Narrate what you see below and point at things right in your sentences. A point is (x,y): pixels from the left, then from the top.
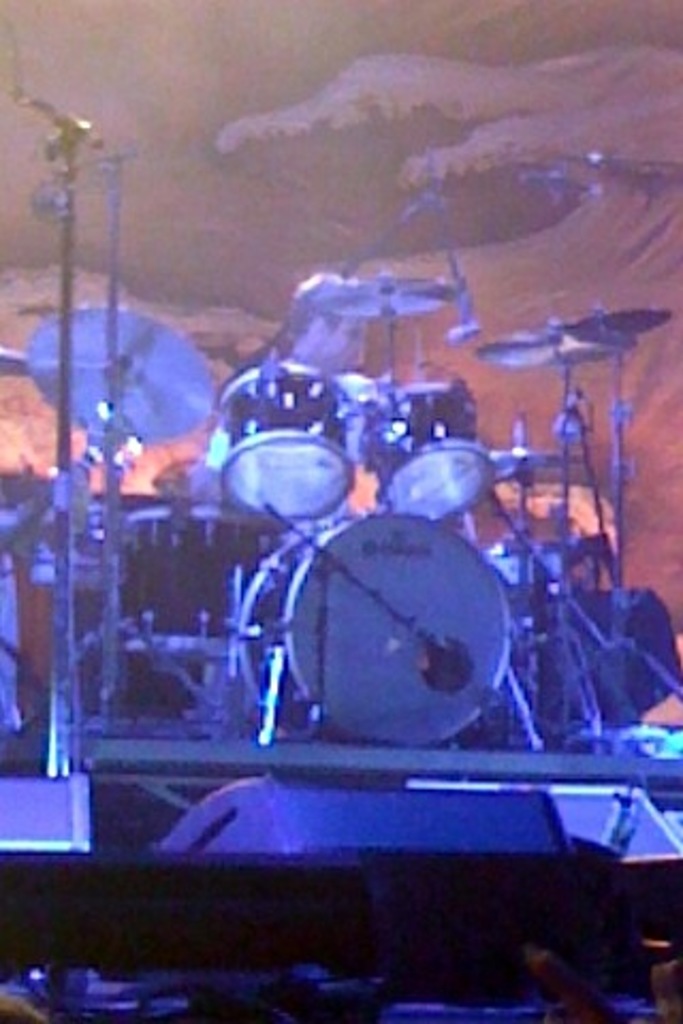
In the image there are many drums (203,579) and behind the drums (347,523) a person (314,364) is sitting.
